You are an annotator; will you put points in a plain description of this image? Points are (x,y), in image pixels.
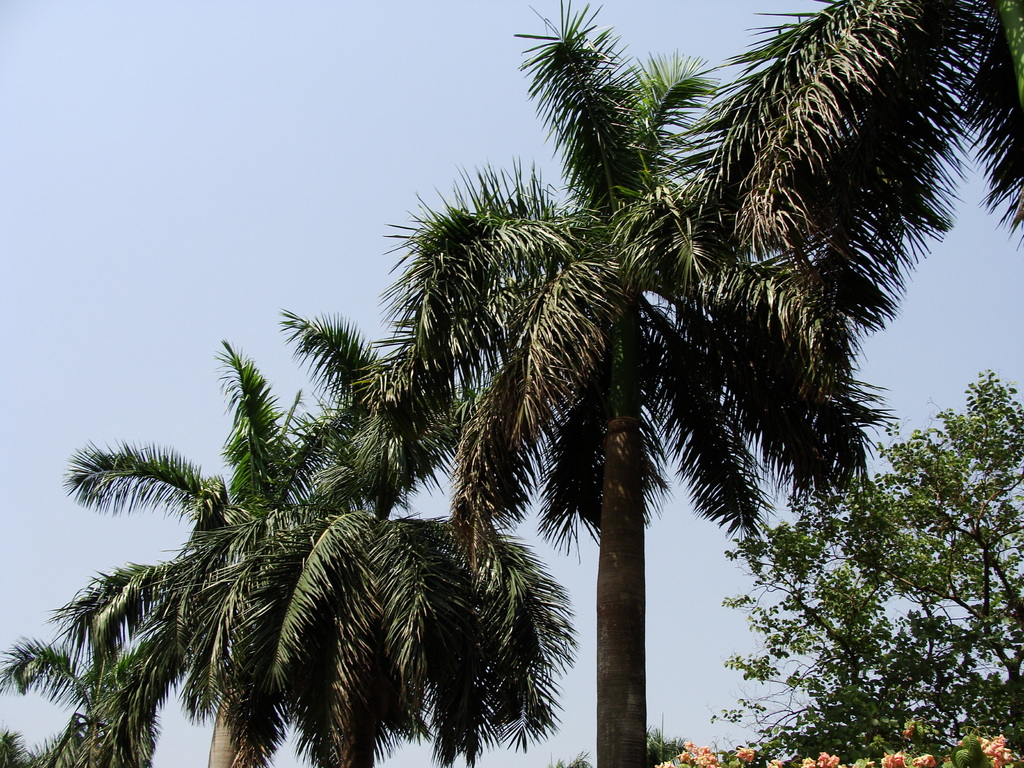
In this picture we can see flowers (774,764), trees (386,473) and in the background (177,160) we can see the sky (962,270).
